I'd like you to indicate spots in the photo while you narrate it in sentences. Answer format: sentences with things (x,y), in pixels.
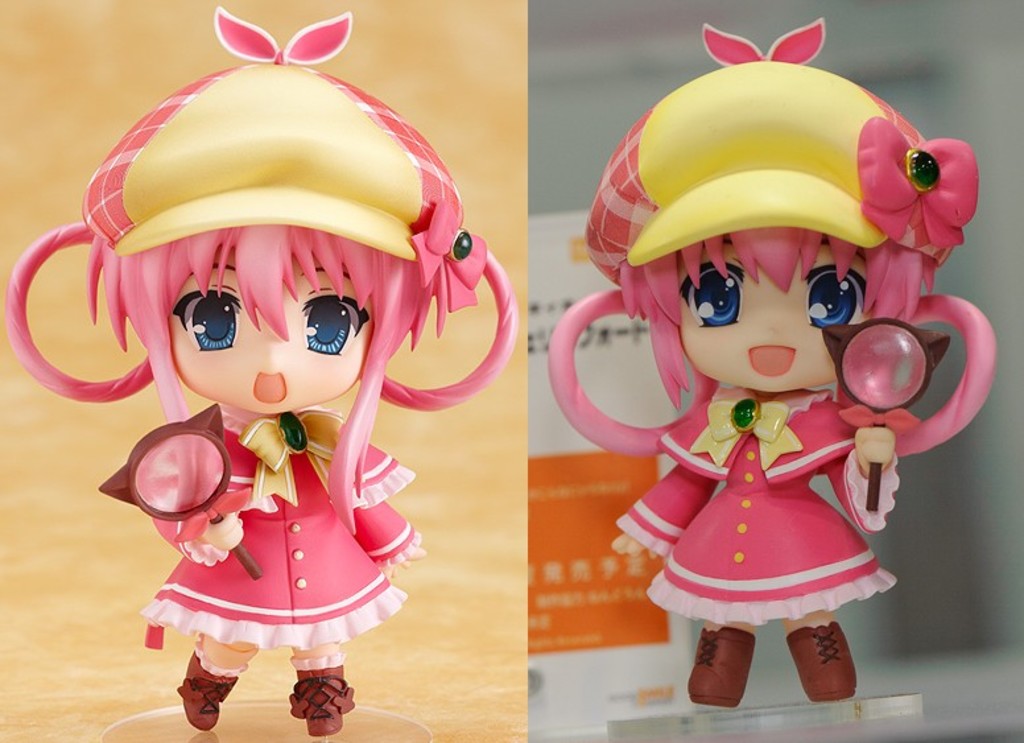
This is a collage image and here we can see toys (644,213). In the background (558,272), there is a board (601,489). At the bottom (843,707), there is stand (774,717).
